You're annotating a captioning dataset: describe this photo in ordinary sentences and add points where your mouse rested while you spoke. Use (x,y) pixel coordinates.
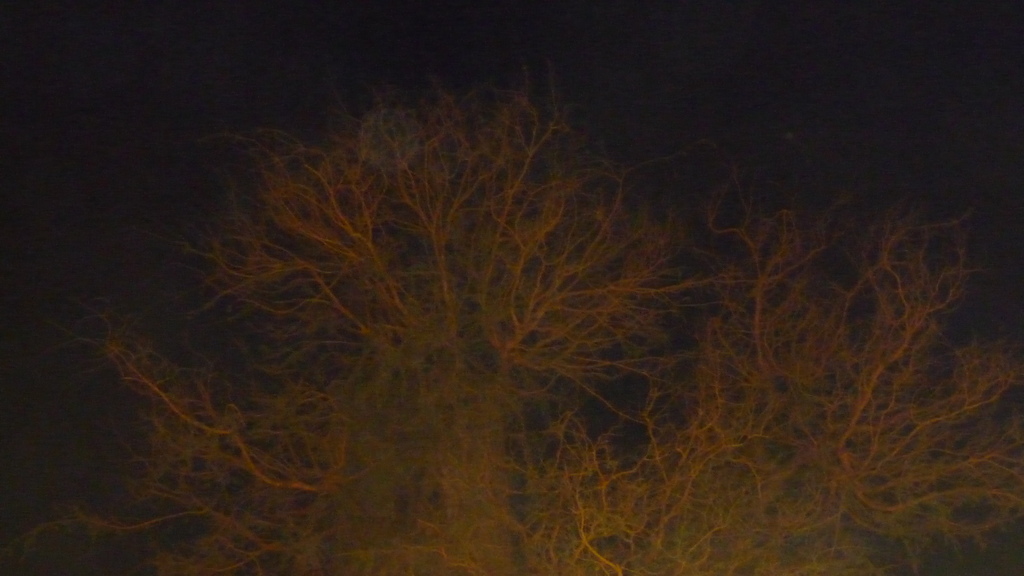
In this image we can see some trees (385,366) and the background (255,337) is dark.
